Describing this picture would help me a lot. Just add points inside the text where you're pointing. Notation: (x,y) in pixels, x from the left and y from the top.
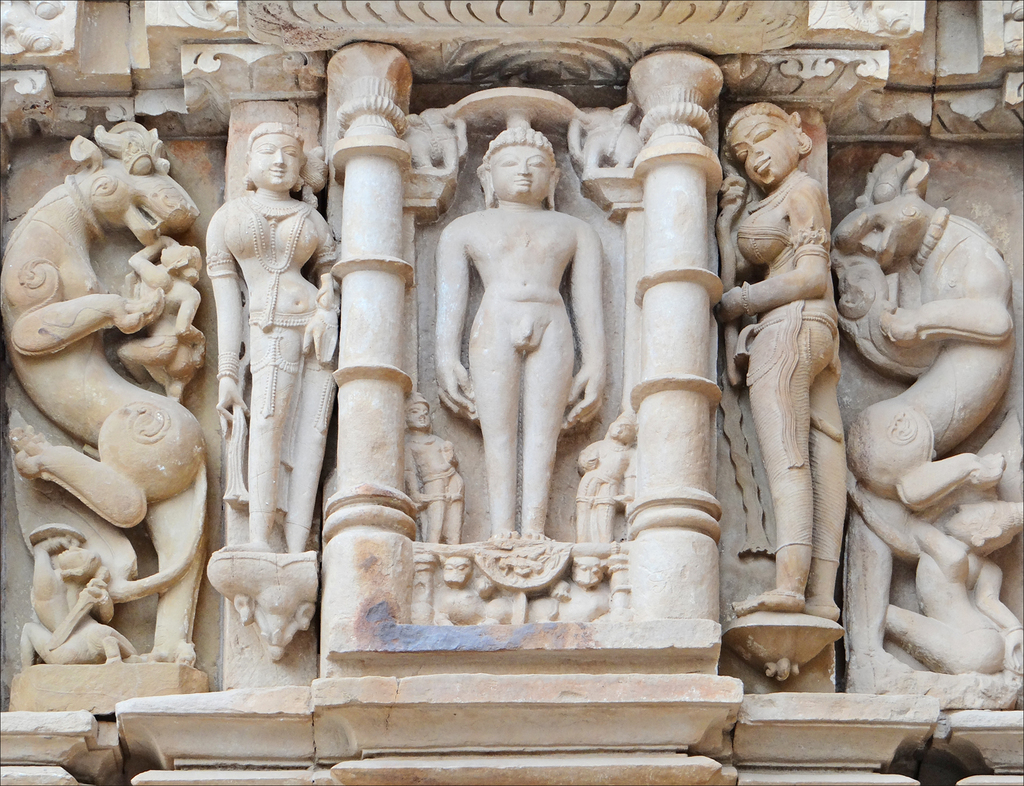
In this image we can see sculptures (56,597) on a platform (267,728) on the wall (42,180).
